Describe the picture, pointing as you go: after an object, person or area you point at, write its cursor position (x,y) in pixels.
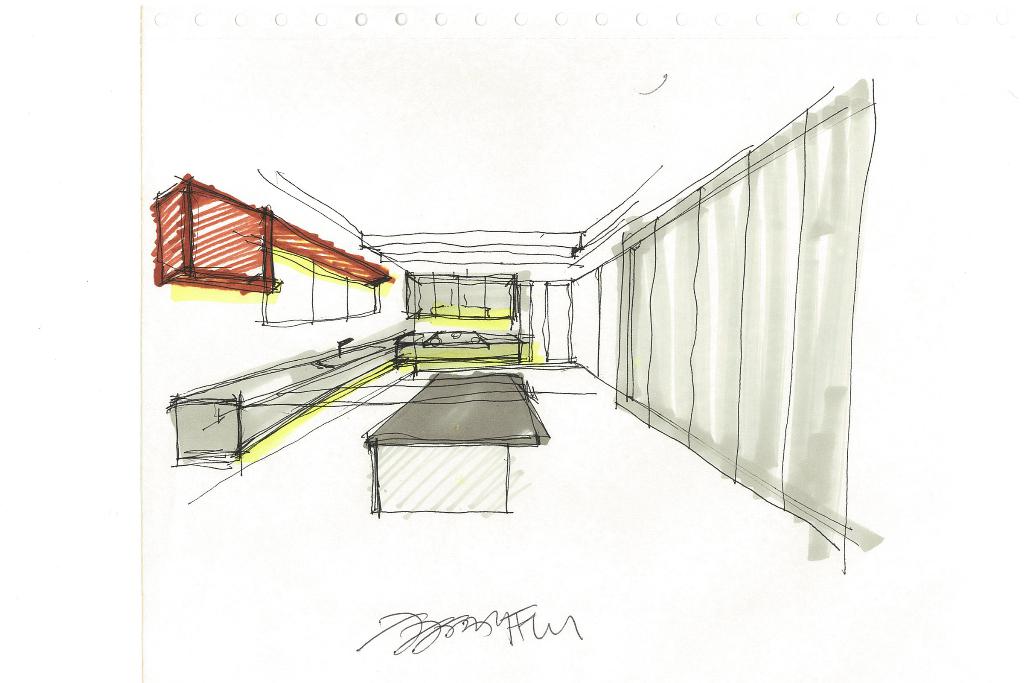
In this image we can see a sketch of a room (428,320) with few items (471,412).
